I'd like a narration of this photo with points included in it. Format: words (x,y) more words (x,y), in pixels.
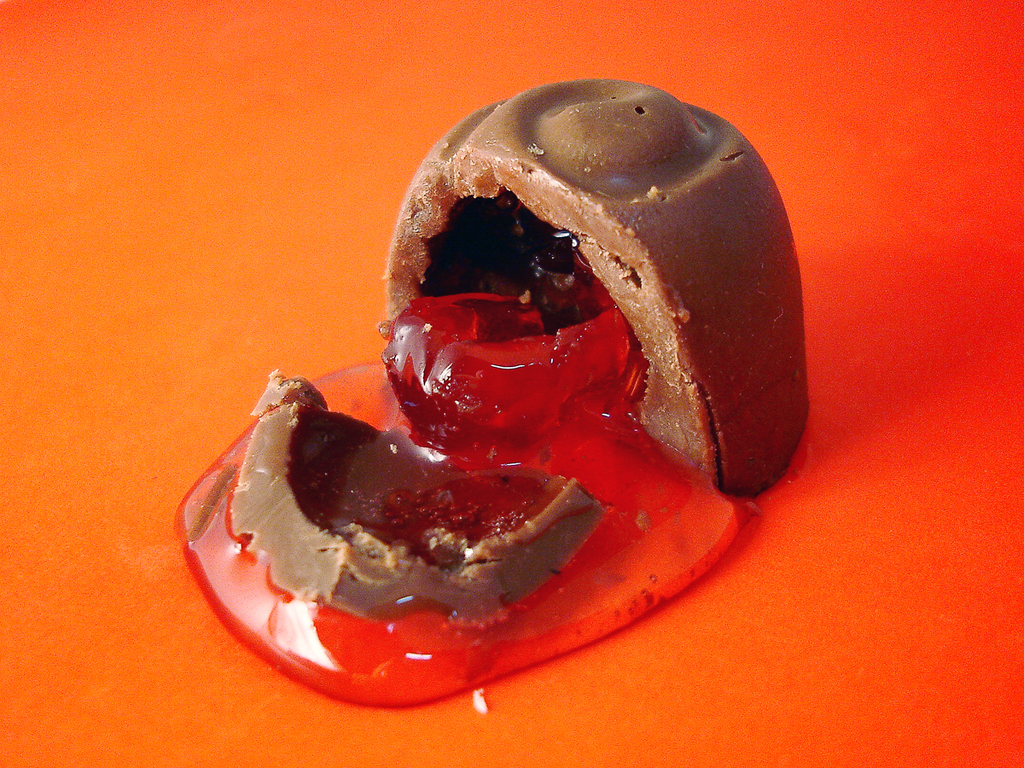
In this image in the center (341,509) there is one chocolate (700,135) from the chocolate (659,431) there is some substance (564,466) coming out, at the bottom (847,589) there is orange color.
